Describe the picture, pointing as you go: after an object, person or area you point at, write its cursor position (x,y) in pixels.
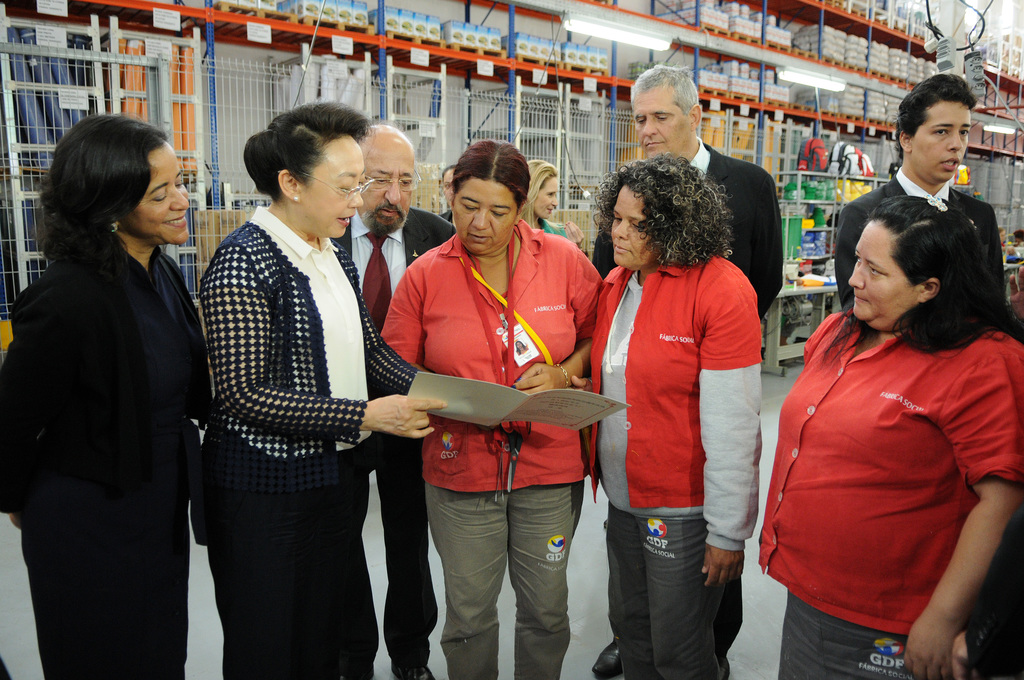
In this image I can see the group of people (522,255) standing. These people (372,262) are standing and wearing the different color dresses (499,460). I can see one person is holding the paper (539,416). In the background (408,97) I can see the railing (372,102) and the rack (761,0). And there are many objects (726,71) in the rack (832,226). I can also see the colorful bags (848,161) on the rack (796,179).
